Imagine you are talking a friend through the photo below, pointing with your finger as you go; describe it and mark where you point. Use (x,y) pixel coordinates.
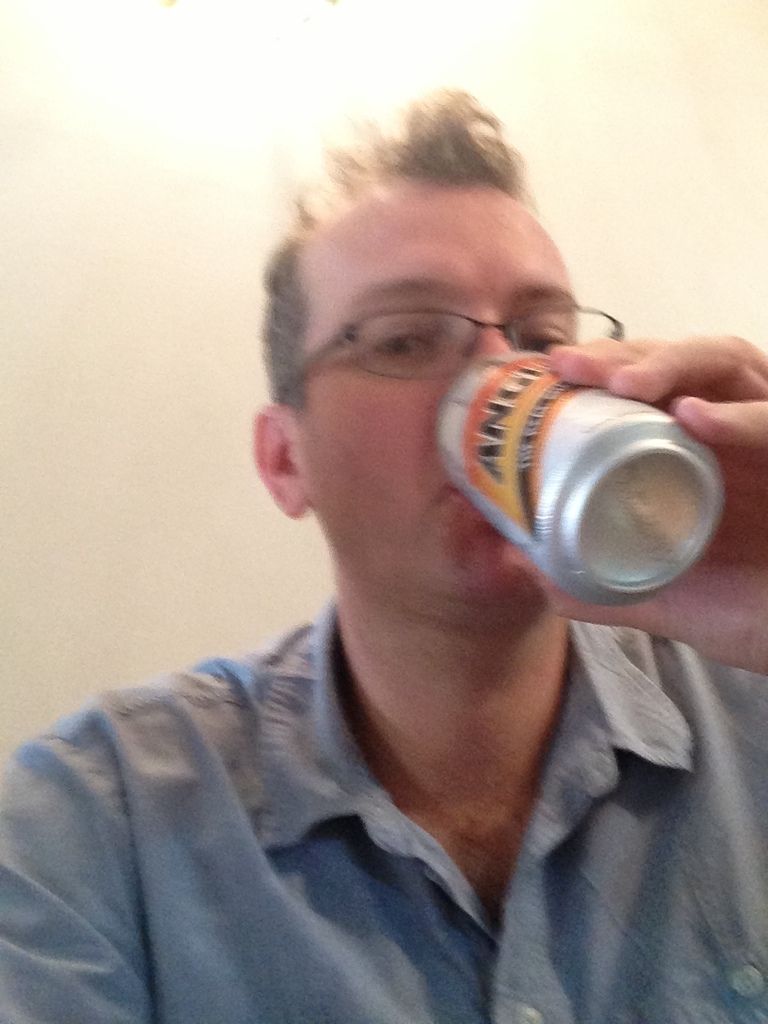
In this image there is a man (477,705). He is holding a drink can (499,418) in his hand (634,395). He is drinking. Behind him there is a wall (351,67).
